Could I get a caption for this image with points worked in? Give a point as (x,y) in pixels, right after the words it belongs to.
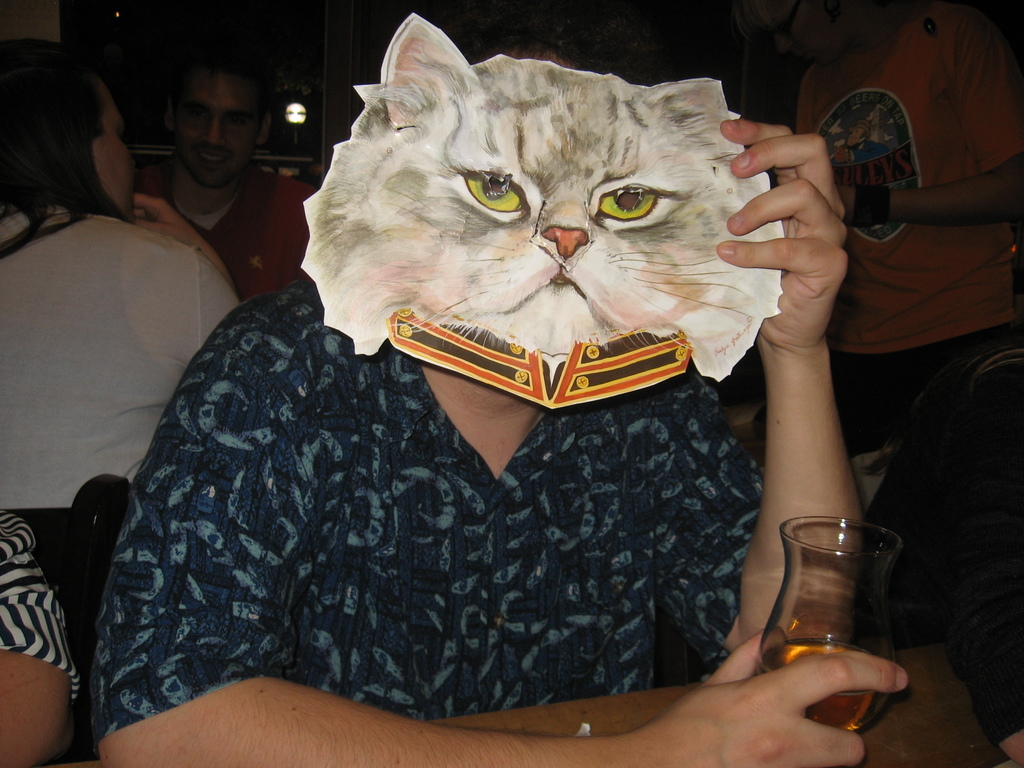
In this image there is a person (469,506) sitting and holding a glass of drink (772,654) and in the other hand (844,268), there is a mask of a cat (398,256) placed in front of the head (525,237), beside this person (119,579) there is another person (19,574), behind them there two people (178,250) sitting with a smile and one is standing the background (161,118) is dark.
